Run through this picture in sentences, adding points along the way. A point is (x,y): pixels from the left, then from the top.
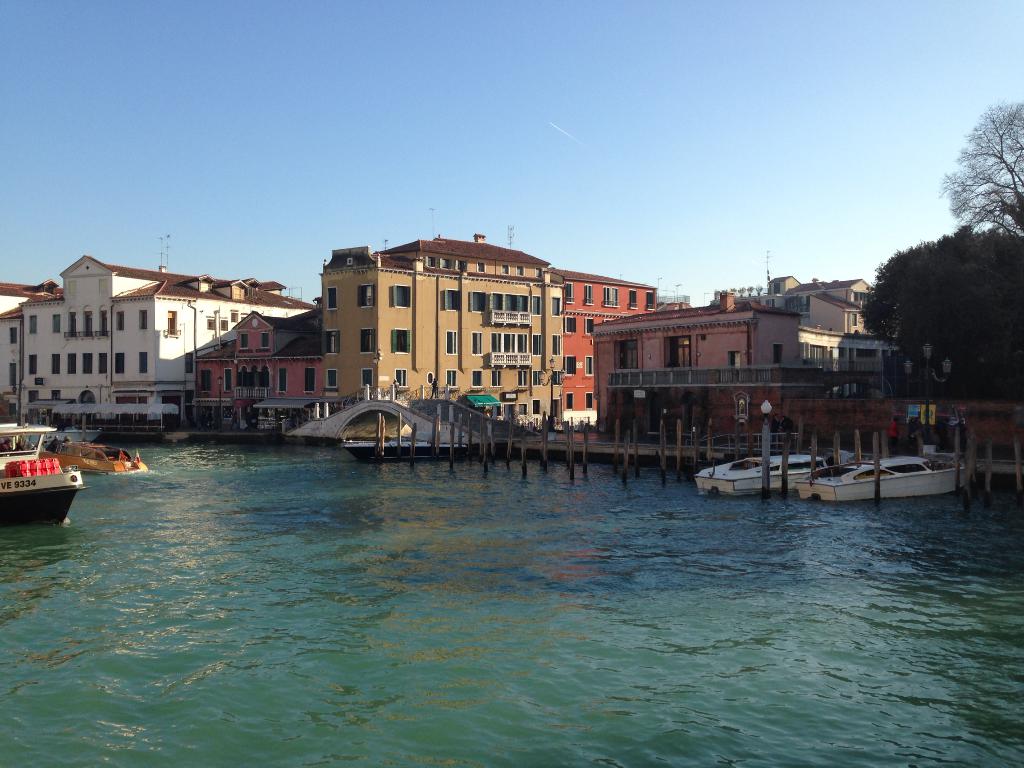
In this picture I can see the boats (68,485) on the water (332,600). I can see the buildings (395,341). I can see light poles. I can see trees (872,325) on the right side (887,323). I can see the sky (446,92).
